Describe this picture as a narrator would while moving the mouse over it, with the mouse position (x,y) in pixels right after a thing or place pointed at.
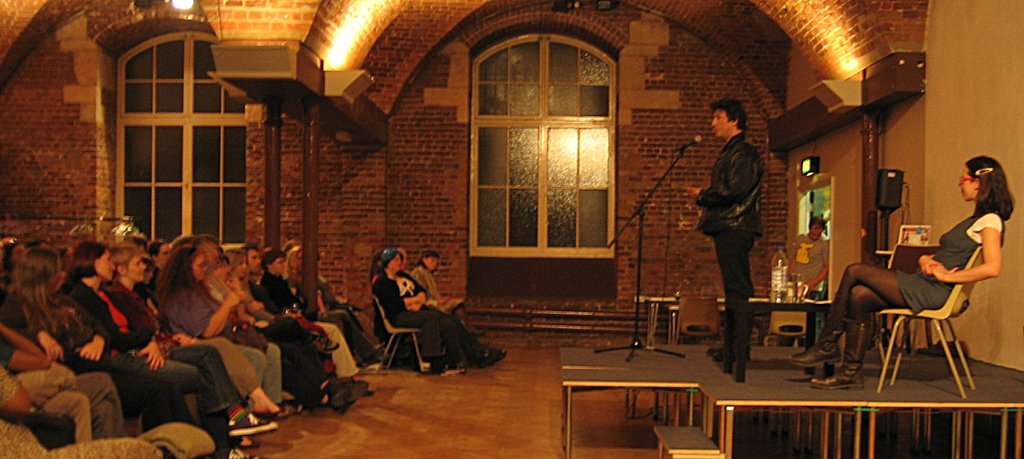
Group of people (385,292) sitting on the chair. These two persons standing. There is a microphone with stand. This is floor (432,422). On the background (648,134) we can see wall (651,119), glass window (567,139), lights (349,81).
